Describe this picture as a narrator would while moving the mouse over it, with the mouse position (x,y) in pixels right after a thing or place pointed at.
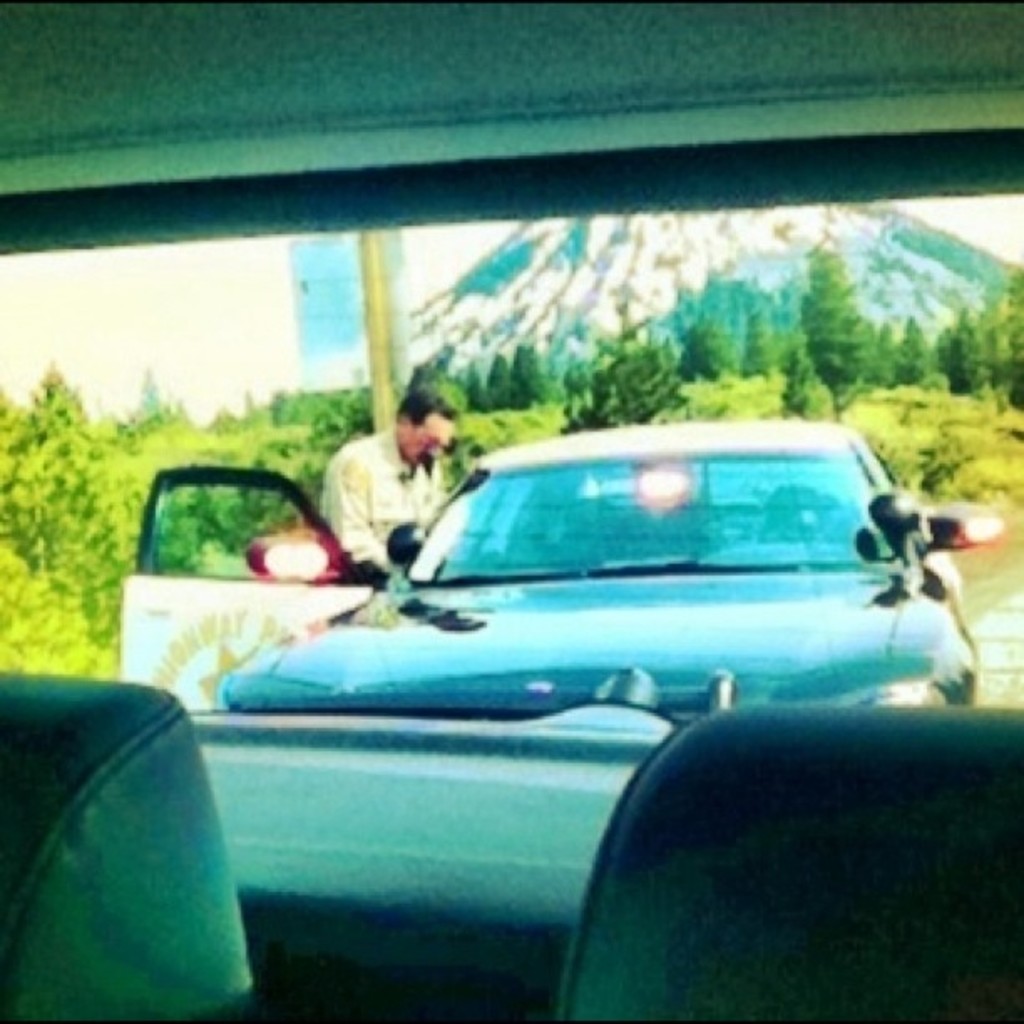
In this image I see the inside view of a vehicle (768,800) and I see a car (489,569) over here and I see a person (380,526) over here and in the background (136,514) I see the trees (487,379) and I see the mountain (632,279) over here.
